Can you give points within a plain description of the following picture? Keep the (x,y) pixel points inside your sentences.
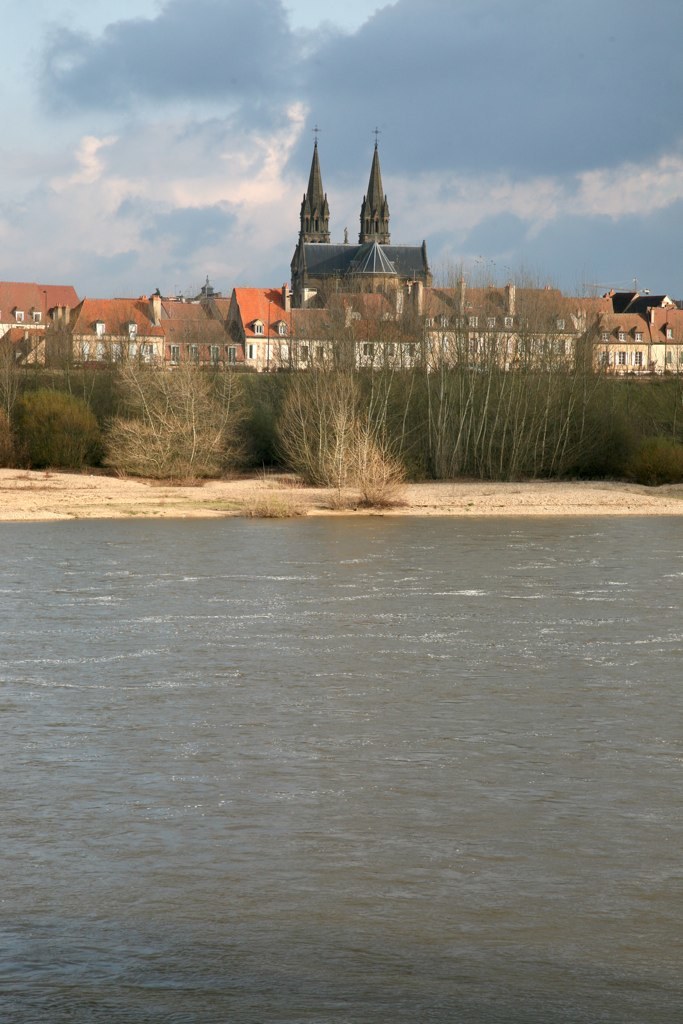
In this image there is the water (262,718). Behind the water (237,553) there are plants (456,419) on the grounds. In the background (191,314) there are buildings (324,308). At the top (318,88) there is the sky (335,80).
